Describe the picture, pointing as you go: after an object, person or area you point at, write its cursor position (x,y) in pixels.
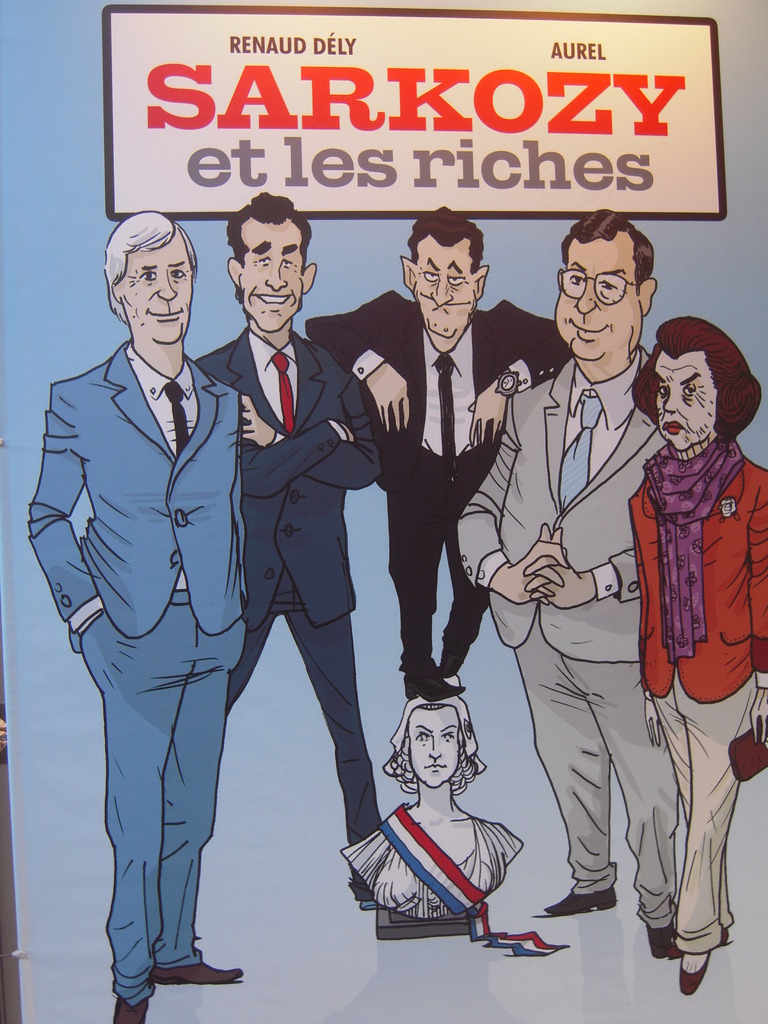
Here we can see a poster (661,671). On this poster (621,718) there are animated people (632,670). Above this people (407,337) there is a board (428,88). Here we can see a statue (408,790).
